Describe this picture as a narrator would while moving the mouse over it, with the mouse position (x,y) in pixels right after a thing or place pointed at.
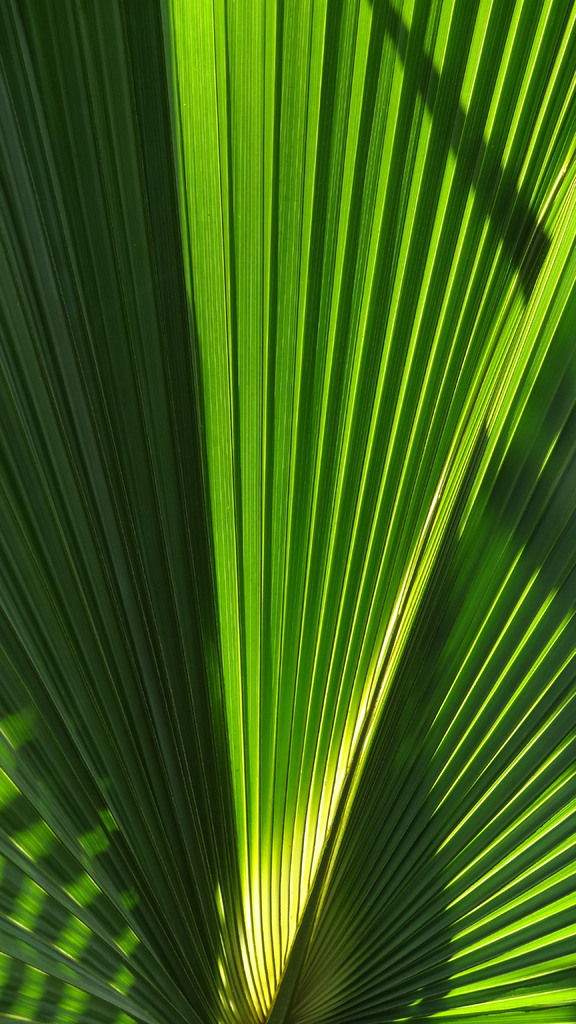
In this image, I can see a green leaf (153,611).
